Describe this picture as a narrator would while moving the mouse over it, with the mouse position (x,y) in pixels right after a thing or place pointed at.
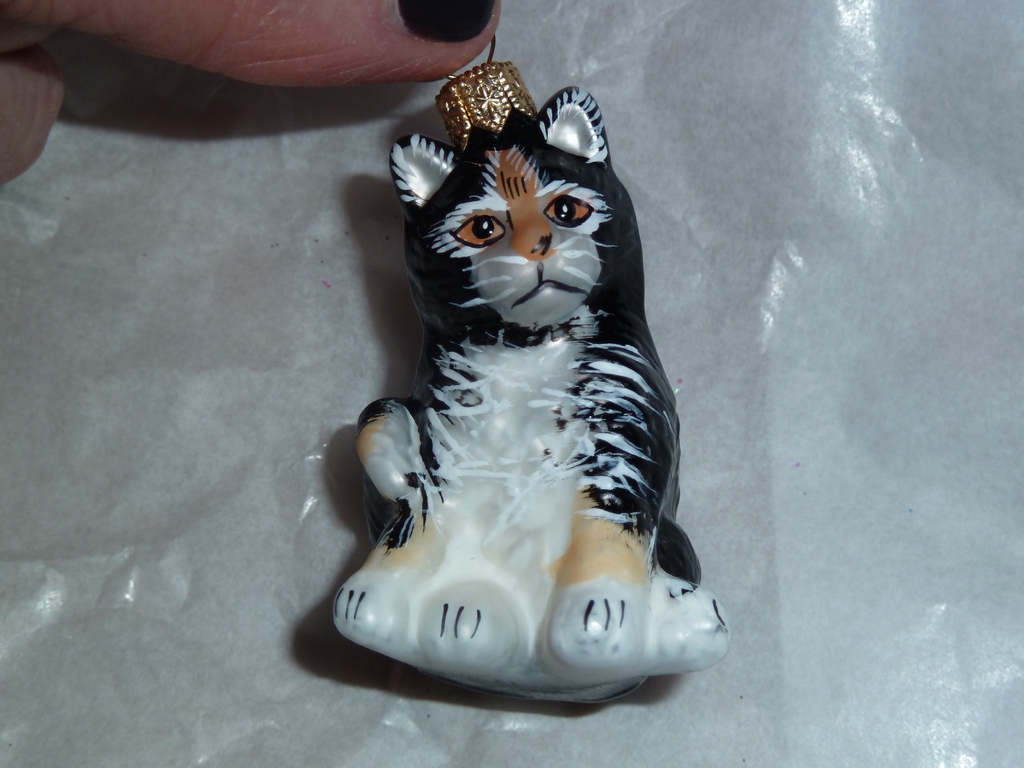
In the center of the image (519,355) a toy (519,355) is present. At the top left corner (313,47) a person finger (342,37) is there.
